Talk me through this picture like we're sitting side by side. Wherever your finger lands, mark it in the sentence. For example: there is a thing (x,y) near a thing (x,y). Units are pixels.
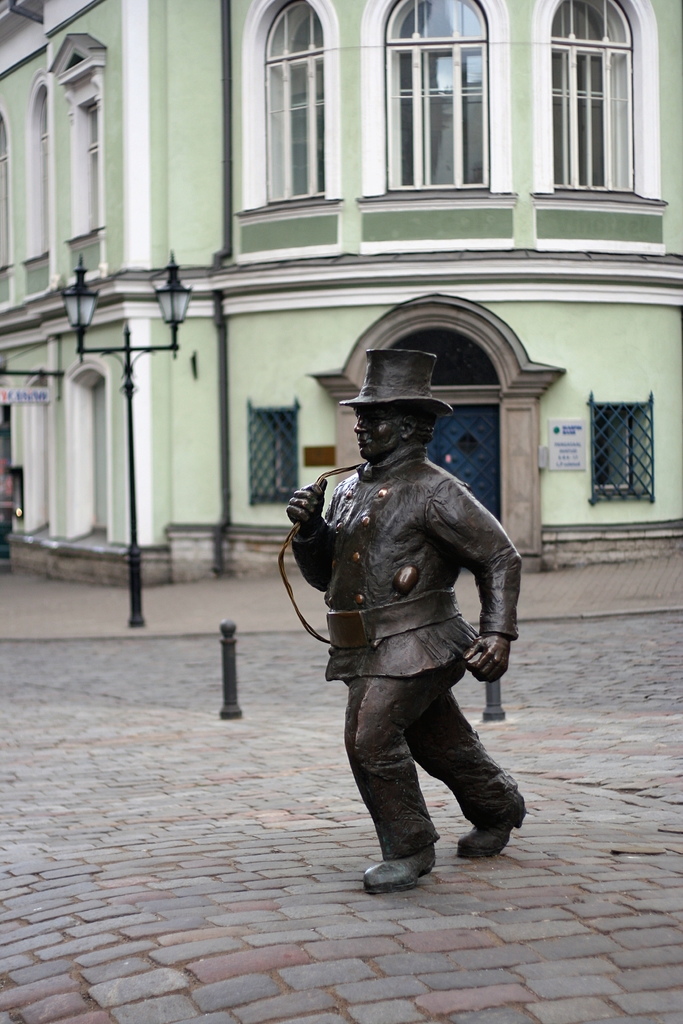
In this picture we can see a statue (393,604) in the front (394,598), in the background (234,401) there is a building (221,139), on the left side (171,345) we can see a pole (129,365) and lights (165,313), we can also see windows (41,211) and glasses (443,84) of this building (422,70).
